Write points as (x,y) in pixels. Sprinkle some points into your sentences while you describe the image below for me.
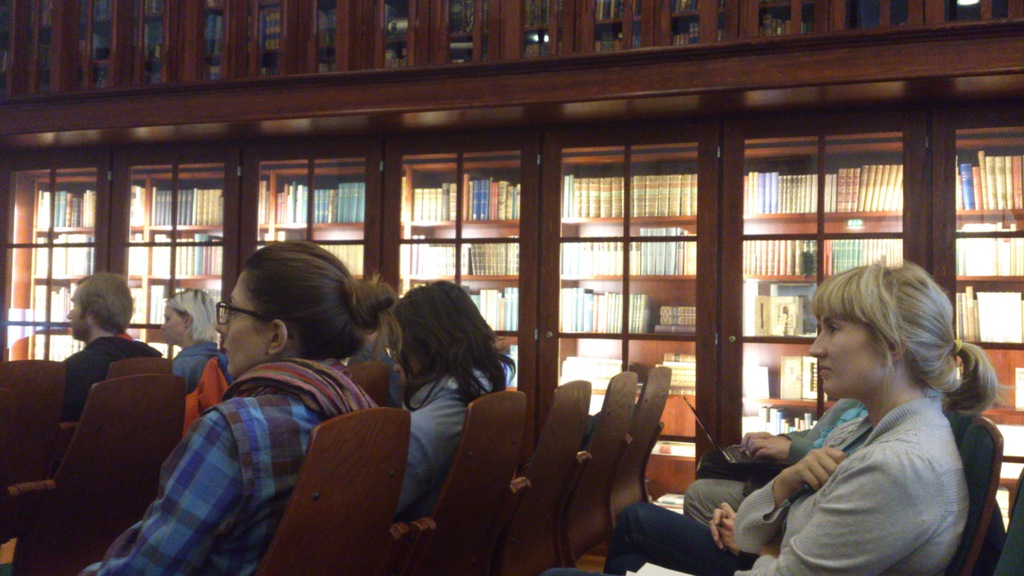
In this image there are people (933,476) sitting on chairs (377,483), in the background (588,80) there are rack (750,43) in that racks (250,246) there are books (187,223).
